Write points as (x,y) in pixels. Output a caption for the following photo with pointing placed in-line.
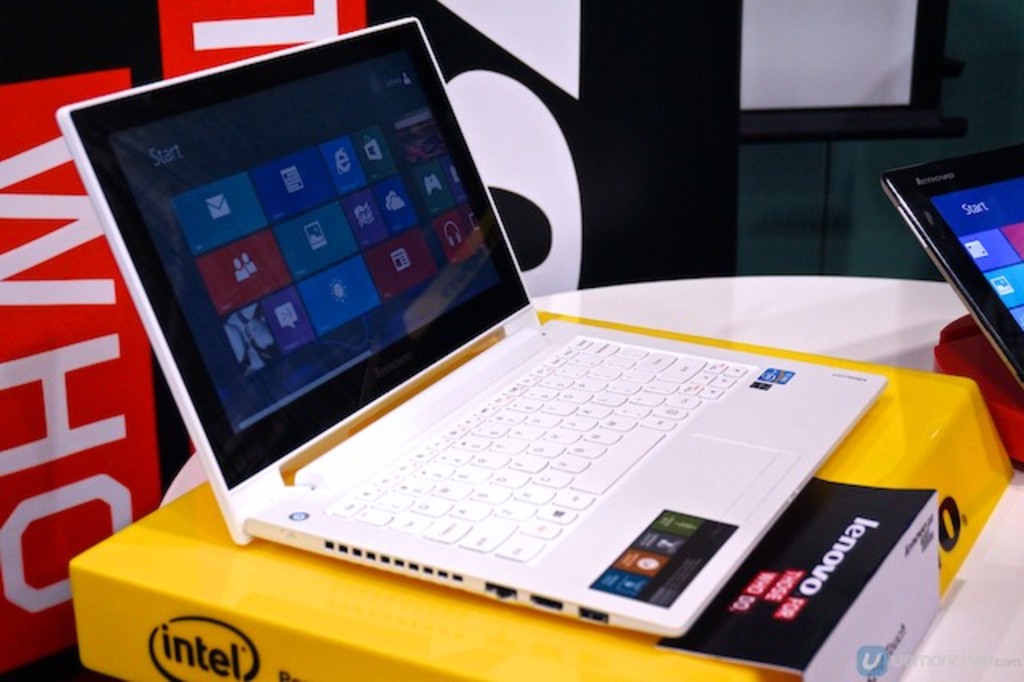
In this image there is a laptop (449,463) on the laptop box (404,611). The box (464,625) is on the table (967,631). On the right side (975,251) there is another laptop (1011,359). In the background (652,115) there is a banner (608,123) and a screen (810,85).
